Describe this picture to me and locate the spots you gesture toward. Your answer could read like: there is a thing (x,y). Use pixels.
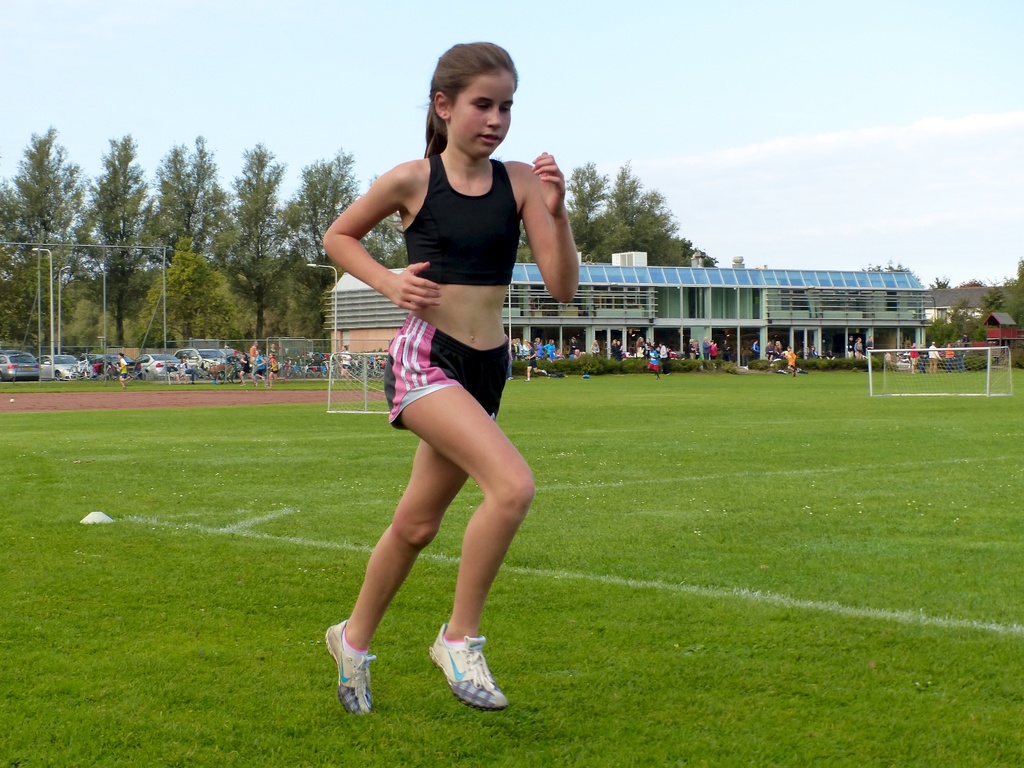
In the picture I can see a woman (426,521) is running on the ground (399,491). In the background (553,330) I can see people (538,341), a building (507,305), fence (273,343), pole lights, trees (235,286), the grass (694,392), plants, the sky (695,127), vehicles (75,377) and some other objects (350,354).
